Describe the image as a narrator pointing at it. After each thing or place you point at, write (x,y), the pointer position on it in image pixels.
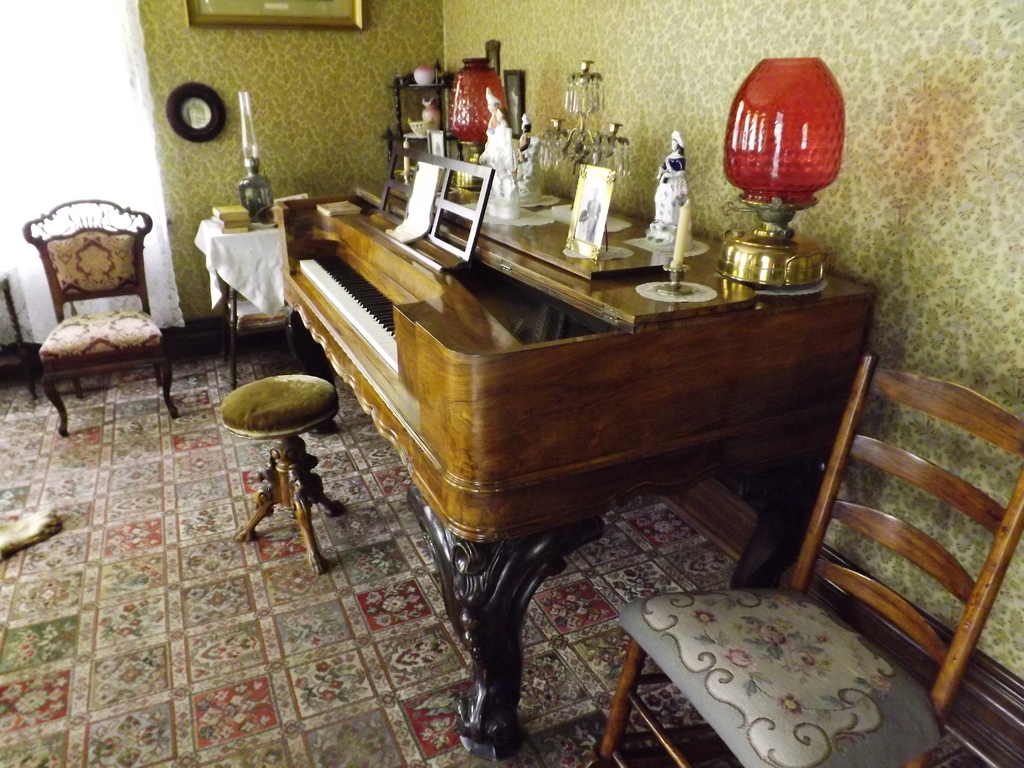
In this image in the center (544,372) there is one piano (447,445) and on that piano (581,303) there is one photo frame (586,184), candle (676,252), lamps (481,102) and one chandelier (546,142) is there and on the background (565,22) there is a wall (872,216). On that wall (285,52) there is one photo frame (279,7) beside the piano (314,318) there is one chair (127,313) and on the bottom of the right corner (822,664) there is another chair (743,625).
